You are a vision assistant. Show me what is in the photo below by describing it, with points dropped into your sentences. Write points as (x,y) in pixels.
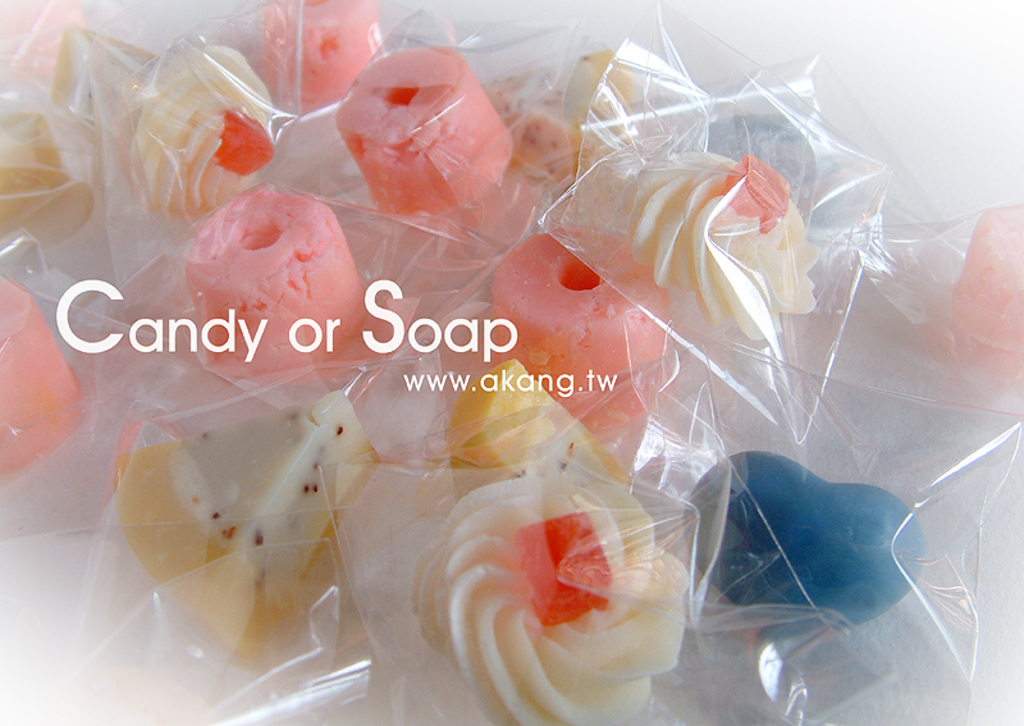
In this picture we can see candies (210,609) in packets (333,625), some text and in the background (946,70) we can see white color.
